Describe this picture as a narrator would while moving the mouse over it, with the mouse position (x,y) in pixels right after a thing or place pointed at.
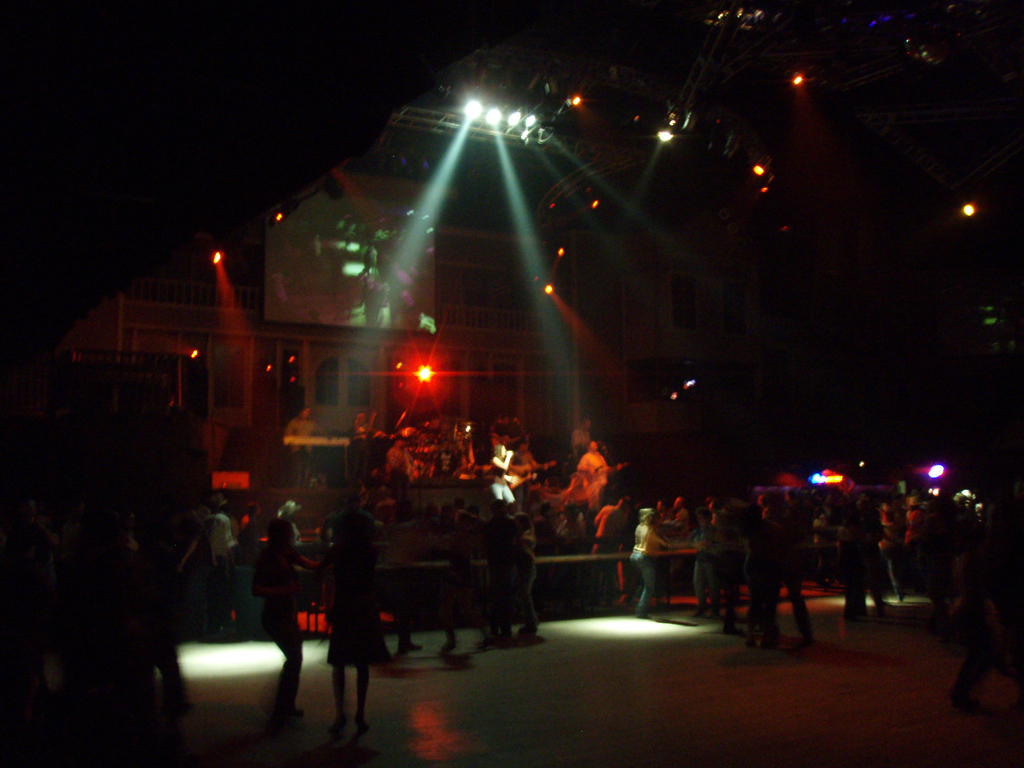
In this image there are people (334,581) dancing on the floor (531,691). Beside them there are tables (420,556). Behind the tables (550,556) there is a dais (422,482). There are musicians (379,433) playing musical instruments (445,463) on the dais (442,480). In the background (405,399) there is a wall (638,380). There is a screen (388,253) on the wall (540,242). At the top (491,119) there are spotlights (531,127). The image is dark.
